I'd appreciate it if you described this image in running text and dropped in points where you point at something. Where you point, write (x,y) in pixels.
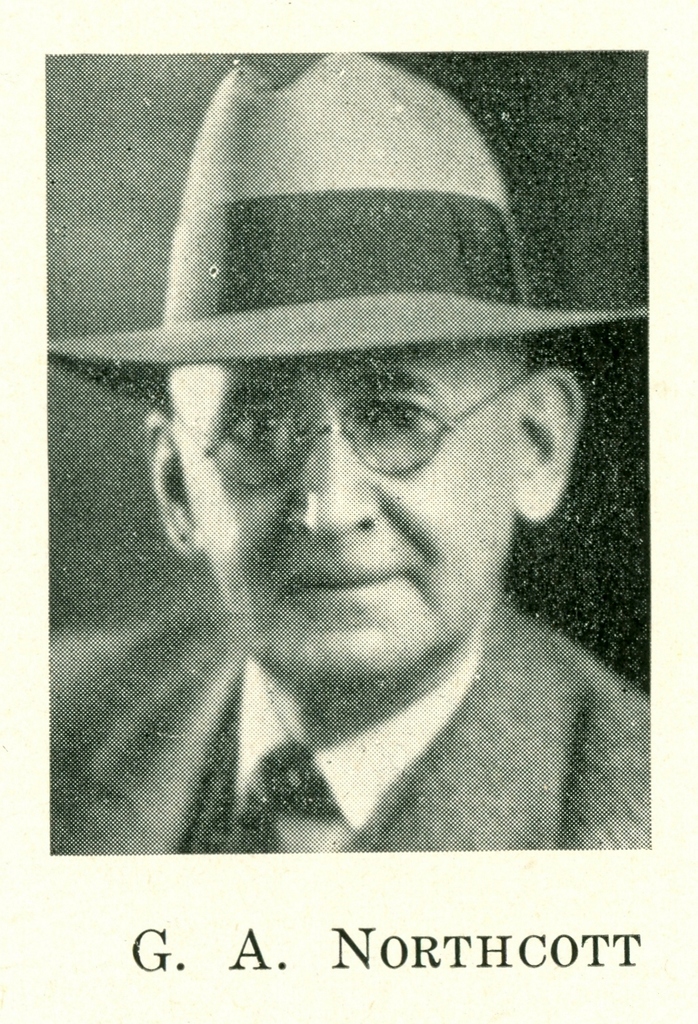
In this image we can see a photograph (374,138) which includes one person (410,449) and some written text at the bottom (577,954).
